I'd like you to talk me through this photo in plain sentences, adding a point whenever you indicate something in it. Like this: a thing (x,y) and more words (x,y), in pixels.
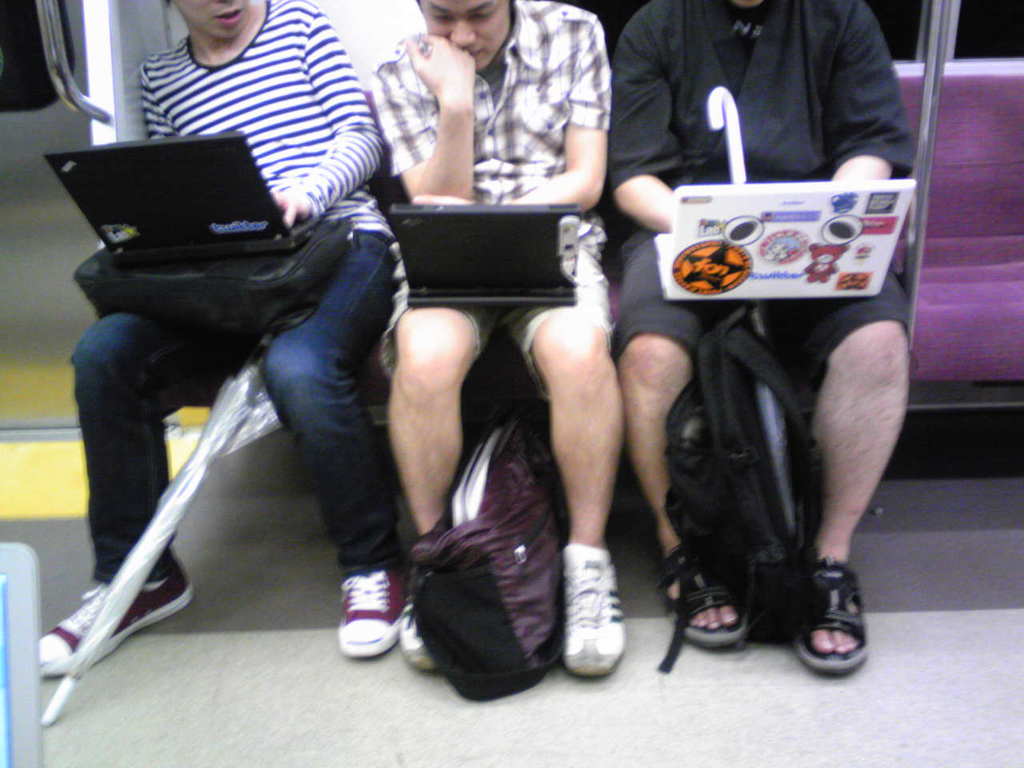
In the image in the center (617,349) we can see one train (938,272). In train (939,570), we can see three persons (900,377) were sitting and holding laptop (258,183). In the background (168,29) there is a wall (168,29), pole (62,53) and window (898,19). On the left bottom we can see one object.
